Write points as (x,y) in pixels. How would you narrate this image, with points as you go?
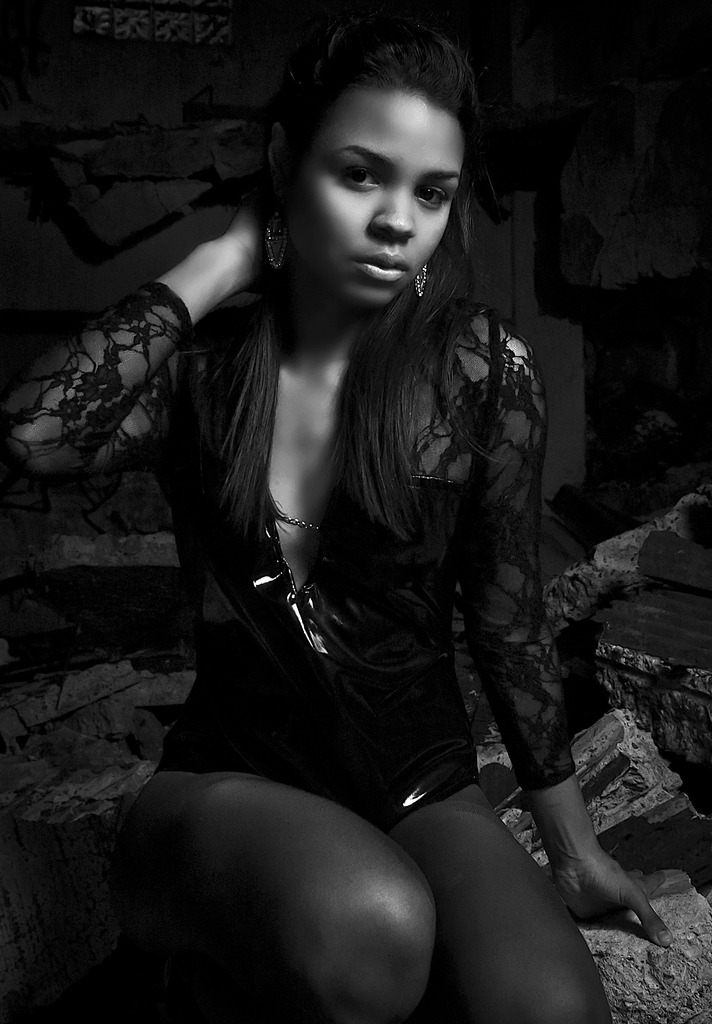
In the picture we can see a woman (457,858) sitting on the stones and she is wearing a black color transparent shirt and keeping her hand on her neck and in the background (651,376) we can see dark.
